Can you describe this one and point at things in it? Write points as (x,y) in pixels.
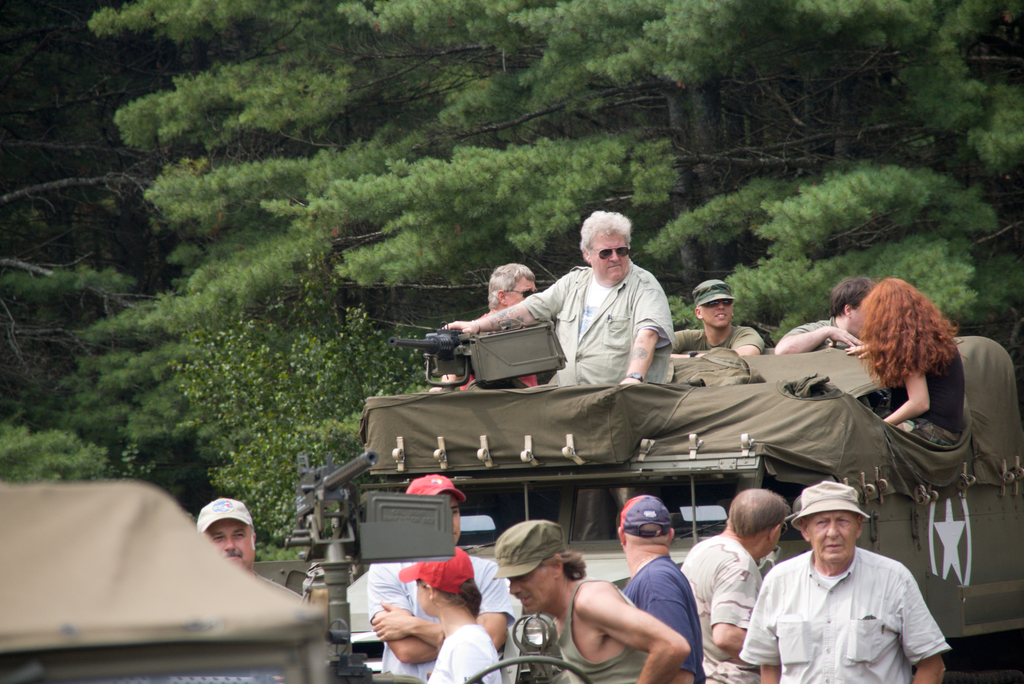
In this image, we can see few people (578,655). Few are wearing caps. In the middle of the image (594,366), we can see few people (662,374) are riding a vehicle (589,526). Background (15,451) we can see trees (397,74).
